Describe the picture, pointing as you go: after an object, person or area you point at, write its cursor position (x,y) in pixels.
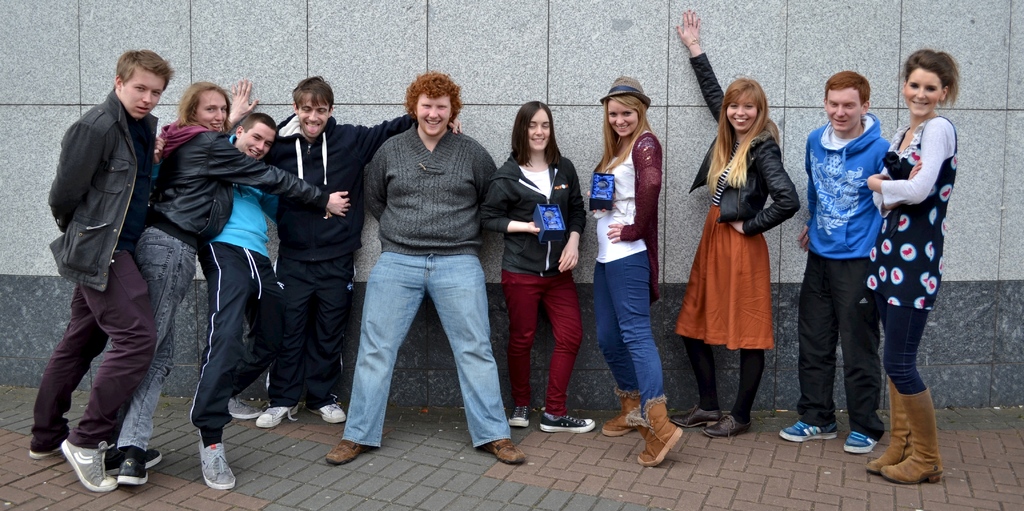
In the center of the image (606,329) there are persons (64,428) standing. In the background of the image (612,73) there is a wall (343,67). In the bottom of the image (731,469) there is road (386,462).
